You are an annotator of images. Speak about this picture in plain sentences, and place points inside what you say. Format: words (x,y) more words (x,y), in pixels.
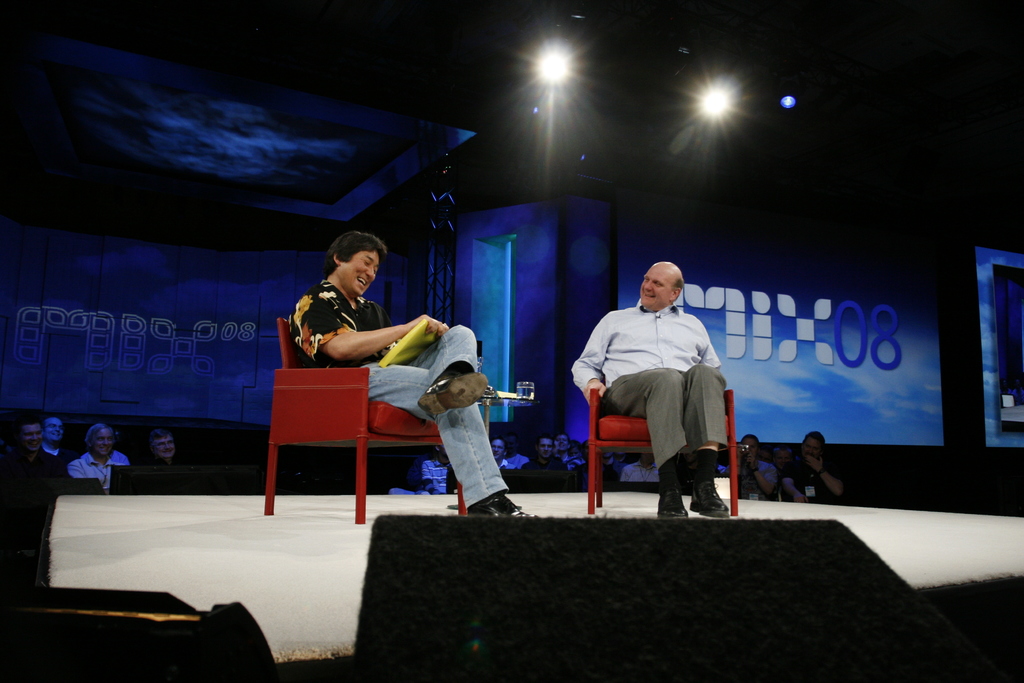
In this image we can see two persons (454,366), chairs (596,405), glass (520,387), table (486,401) and other objects (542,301). At the bottom of the image (789,601) there are some objects (830,604). In the background of the image (161,399) there are persons (31,434), projector screens (862,356) and some other objects (476,328). At the top of the image (530,95) there are ceiling (615,105) and lights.
